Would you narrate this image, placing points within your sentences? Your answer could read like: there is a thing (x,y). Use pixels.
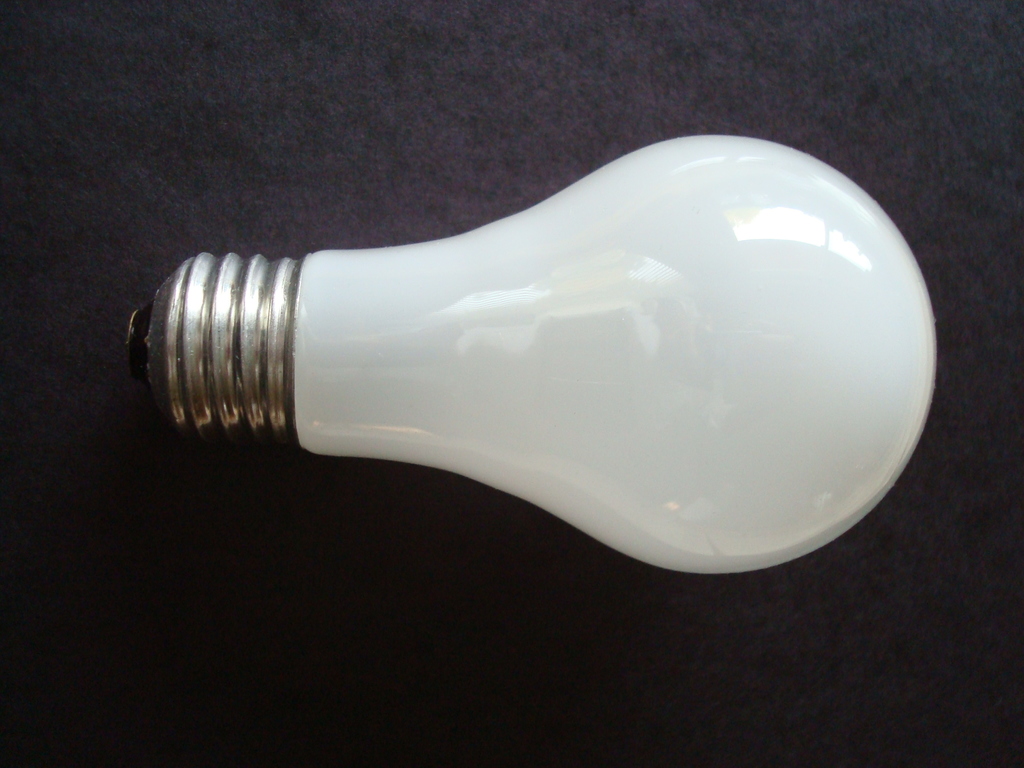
In this image we can see a bulb (419,340) which is placed on the surface (453,511).
